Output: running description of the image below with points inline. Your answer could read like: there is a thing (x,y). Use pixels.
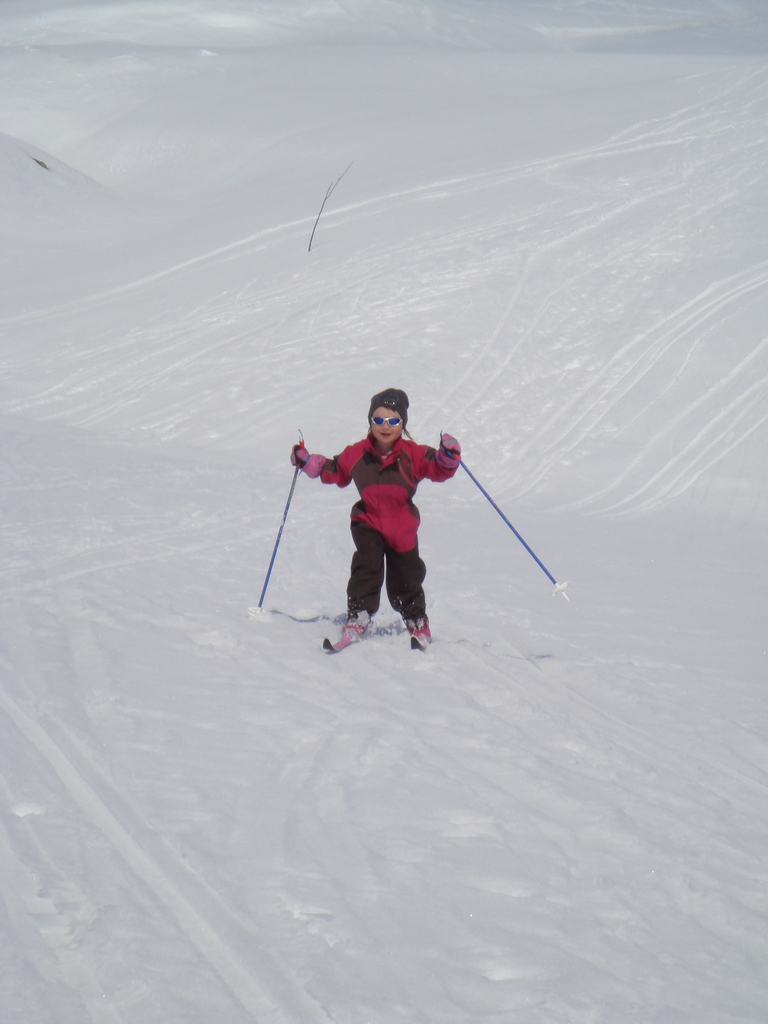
In this image I can see the person (416,565) wearing the red and grey color dress (369,544) and also holding the sticks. I can also see the person (409,494) wearing the goggles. The person (412,464) is on the snow (416,684).
